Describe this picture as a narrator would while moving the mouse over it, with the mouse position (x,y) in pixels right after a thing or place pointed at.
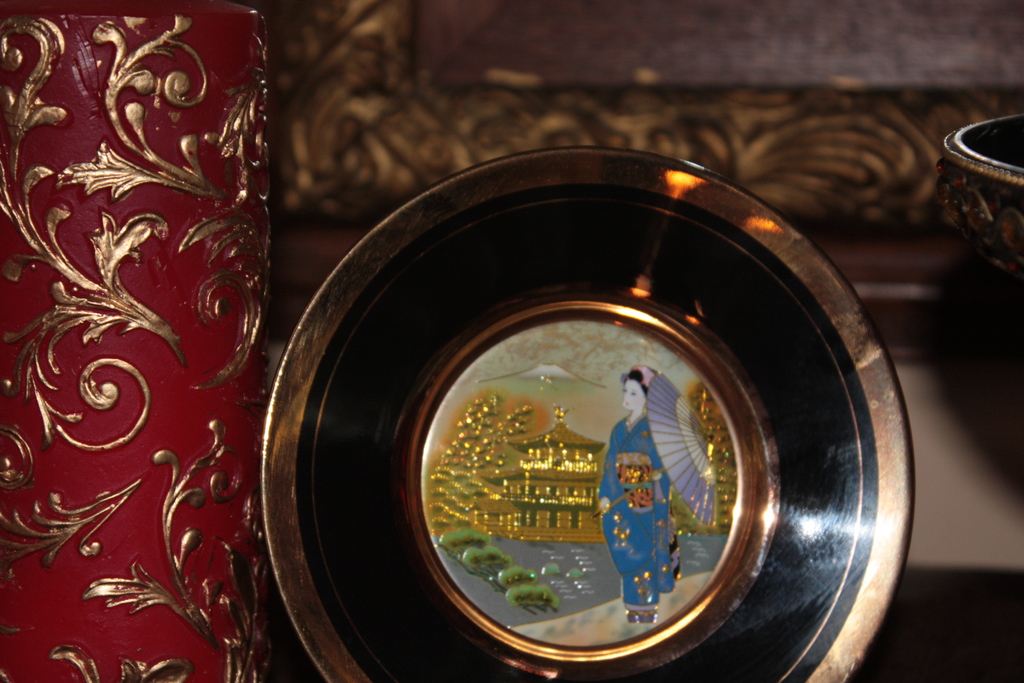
This image consists of an object (411,415) made up of metal (407,487). In the background (739,94), it looks like a frame (572,114). On the left (65,582), there is another object (93,472) in red color.
